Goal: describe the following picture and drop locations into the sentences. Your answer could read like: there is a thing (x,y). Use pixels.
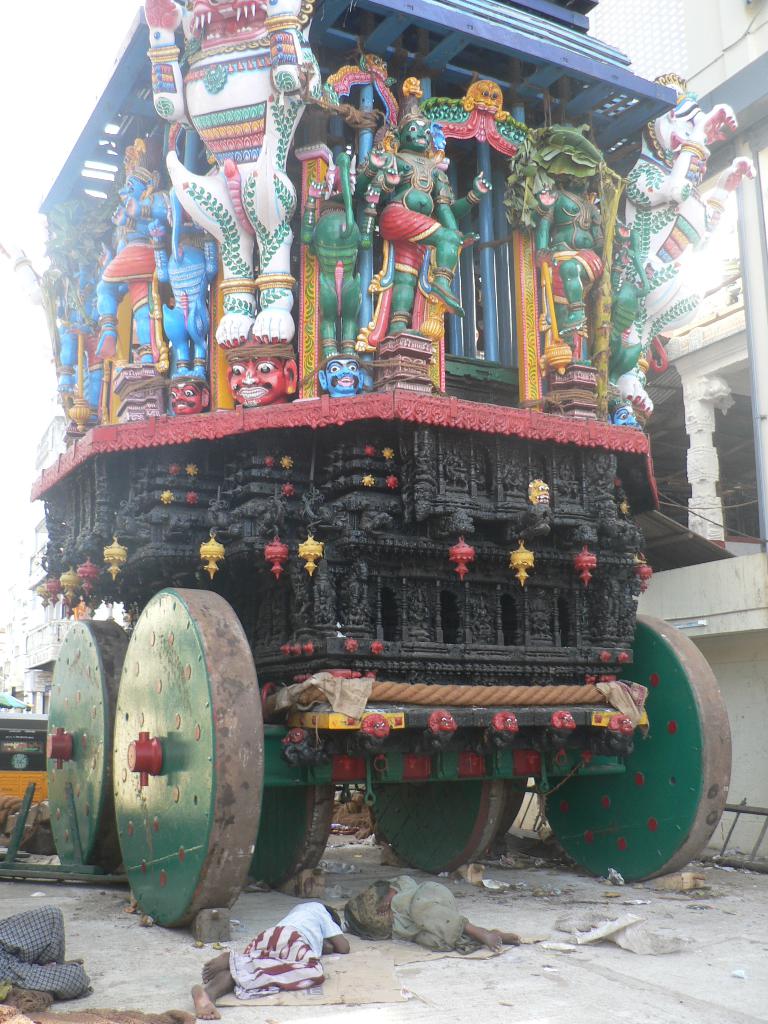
In this image I can see a temple chariot (281,251) on which there are few sculptures (445,207). At the bottom (436,906) three persons (40,966) are laying on the ground (421,1016). On the right side (738,398) there is a building (742,109) and also there is a ladder (730,832) placed on the ground (728,887).
